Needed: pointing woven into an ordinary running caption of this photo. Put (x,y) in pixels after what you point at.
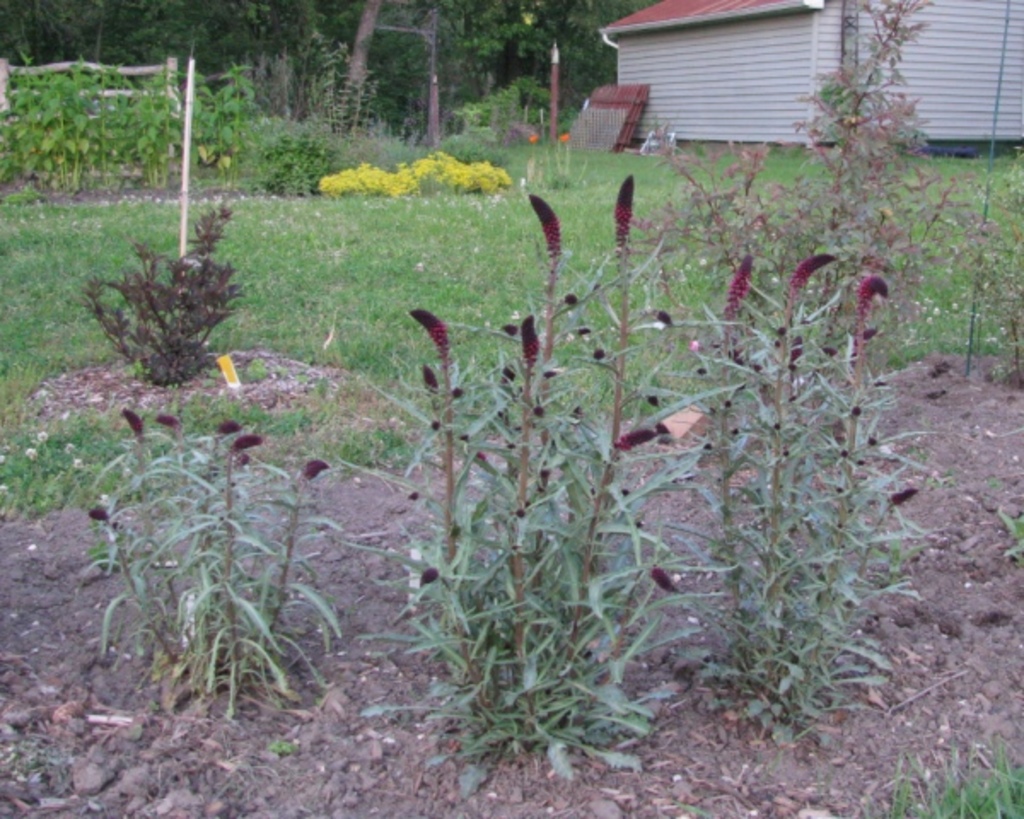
In the foreground of this image (475,457), there are flowers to the plants (239,461). In the background (594,184), there are plants (314,146), grass (344,233), trees (369,26), few objects (606,109) and a shelter (732,61).
